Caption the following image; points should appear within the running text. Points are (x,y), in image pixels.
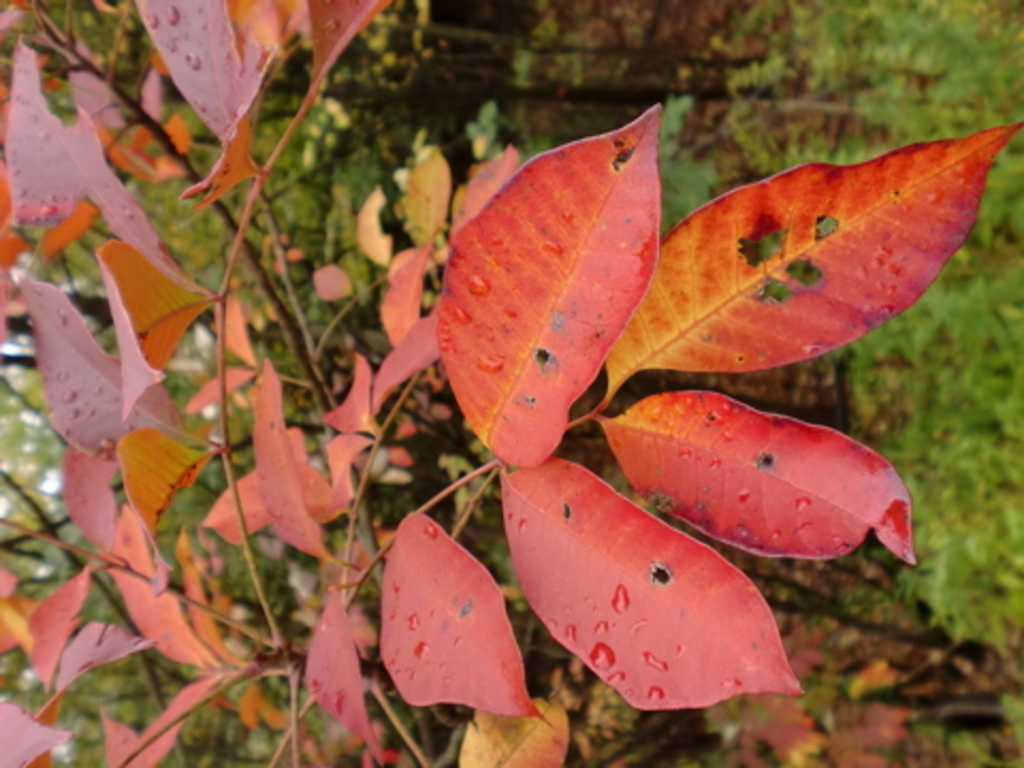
In this image we can see the dew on the orange color leaves (642,348). The background of the image is blurred, where we can see the grass (947,520).
